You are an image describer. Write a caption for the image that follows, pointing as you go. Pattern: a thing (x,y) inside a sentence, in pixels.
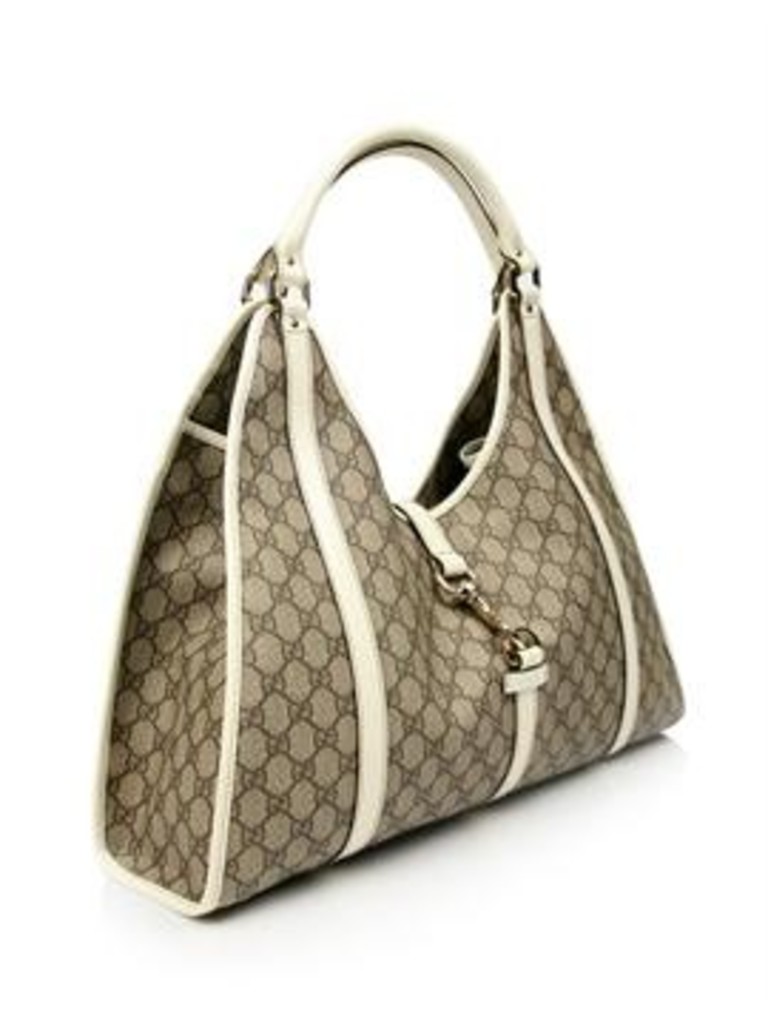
This picture describes about a bag (383,589).
